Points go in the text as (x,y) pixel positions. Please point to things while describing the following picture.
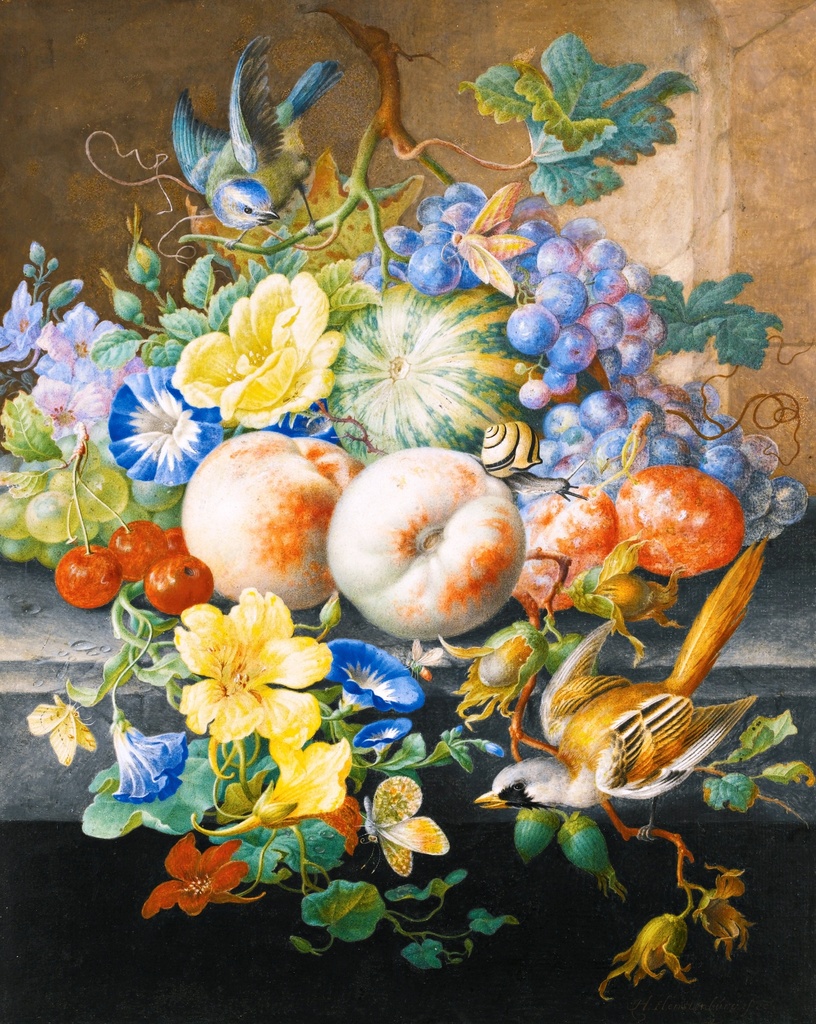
This image consists of an art (615,475) of a few fruits (422,515), flowers (1,358), a creeper (353,244) and birds (612,791).
